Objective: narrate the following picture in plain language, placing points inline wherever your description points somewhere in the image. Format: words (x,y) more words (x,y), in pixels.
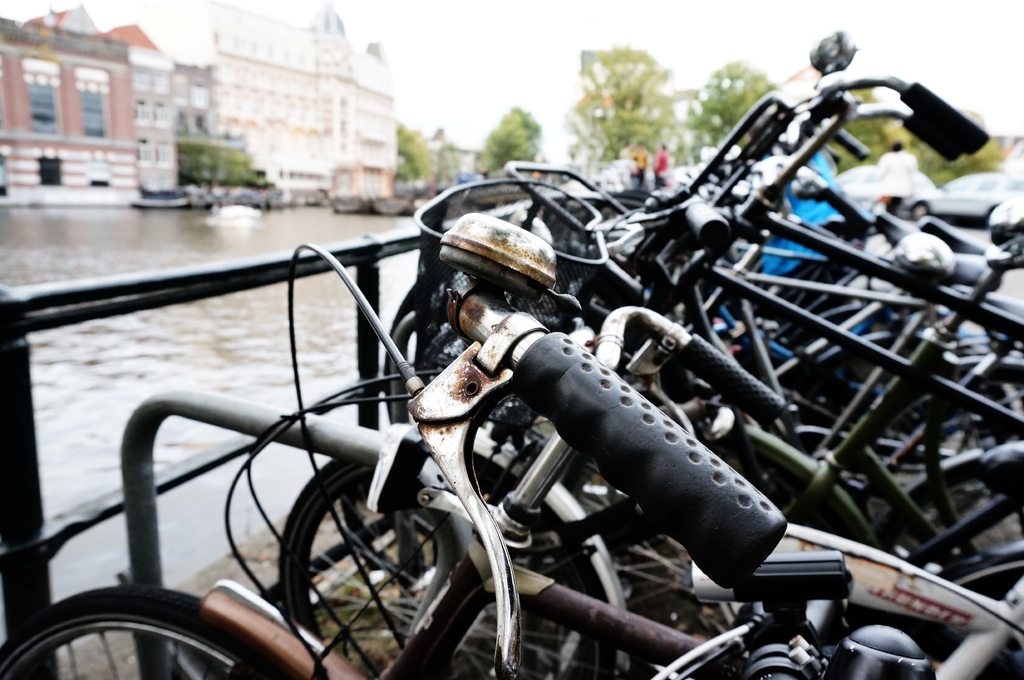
In this picture I can see some vehicles (640,476) near the railing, side there are some boats (232,208) on the water surface (266,215), behind there are some trees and buildings (201,101).
